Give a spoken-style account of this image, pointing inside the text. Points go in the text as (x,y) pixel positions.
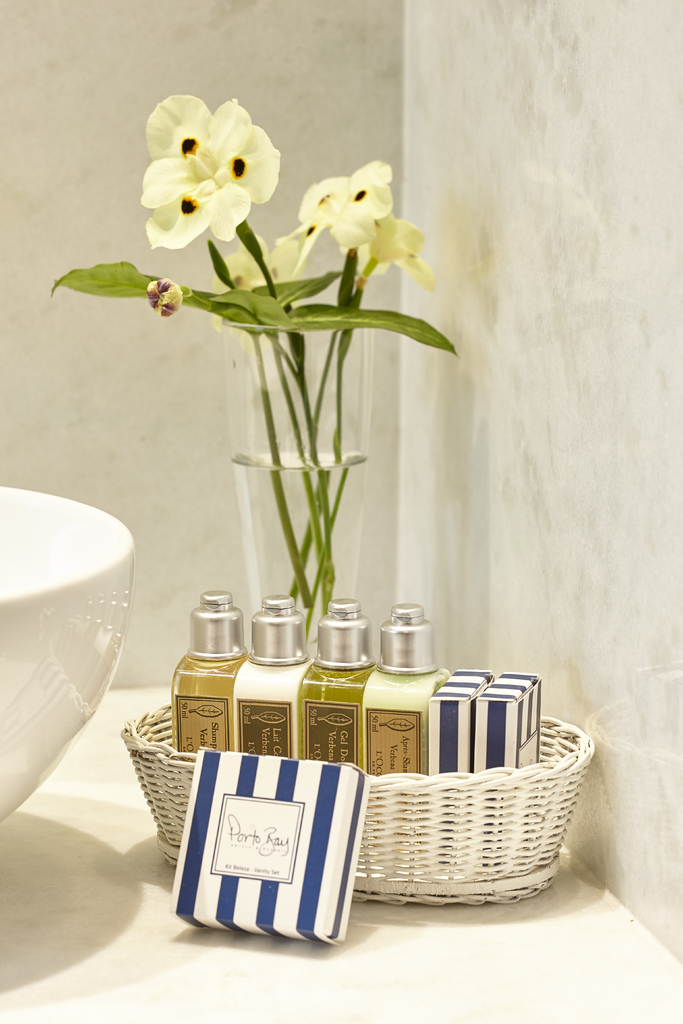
This image is taken indoors. In the background (398,406) there is a wall (143,475). At the bottom of the image (152,938) there is a table (97,938) with a bowl (45,636), a flower vase (275,355) with flowers (296,247) and a basket (437,843) with a few perfume bottles (347,728) and boxes (502,721) on it.
